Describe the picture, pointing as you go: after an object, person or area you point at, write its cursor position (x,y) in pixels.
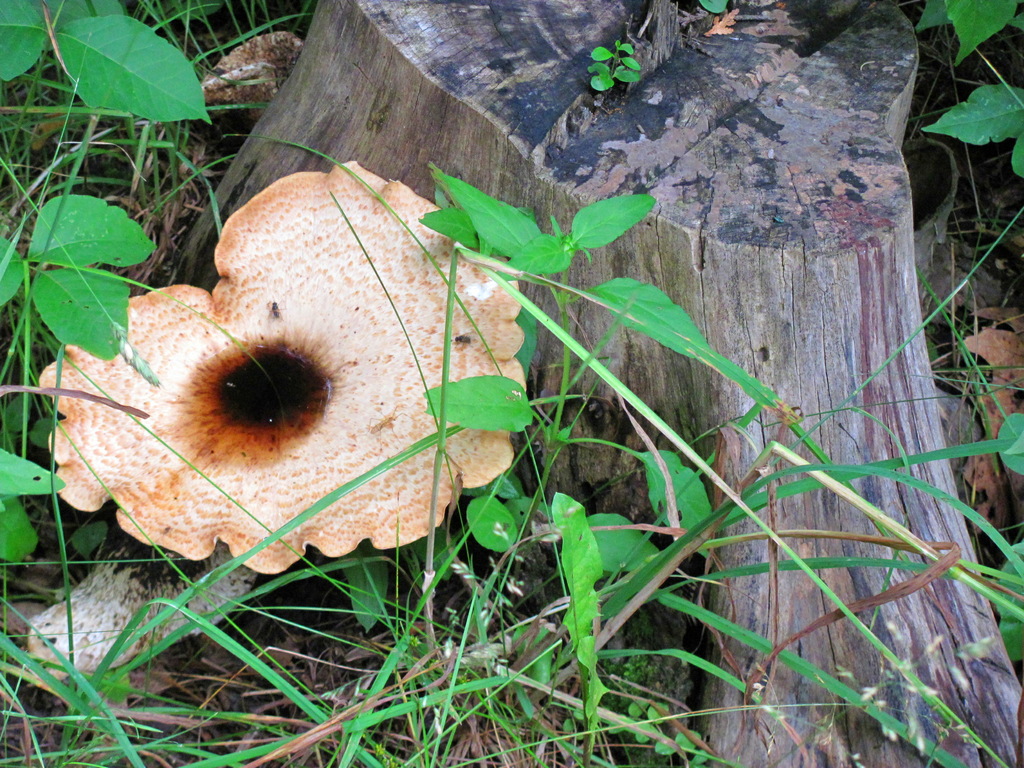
In the image we can see some grass (219,45) and there is a mushroom (128,396).
